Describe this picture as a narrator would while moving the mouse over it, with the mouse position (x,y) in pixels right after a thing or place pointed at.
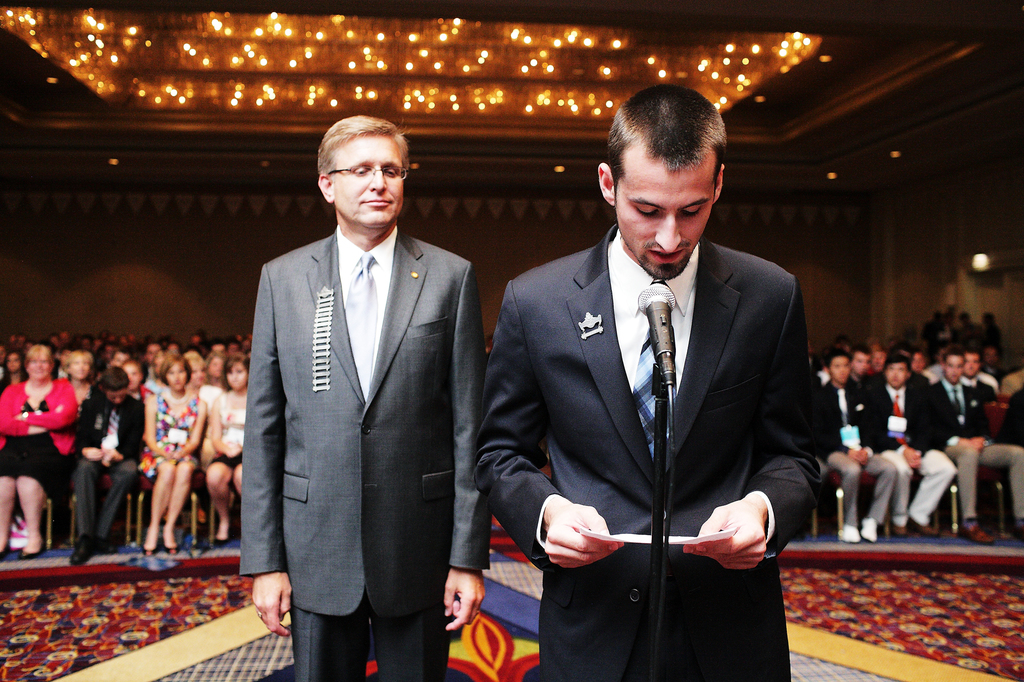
There are two men (402,529) standing. This is a mike (662,371), which is attached to a mike stand (664,503). This looks like a carpet (856,609) on the floor (196,647). I can see groups of people (184,407) sitting on the chairs (840,510). At the top of the image (410,93), I think these are the lights (792,44). This man (649,385) is holding a paper (634,533).
